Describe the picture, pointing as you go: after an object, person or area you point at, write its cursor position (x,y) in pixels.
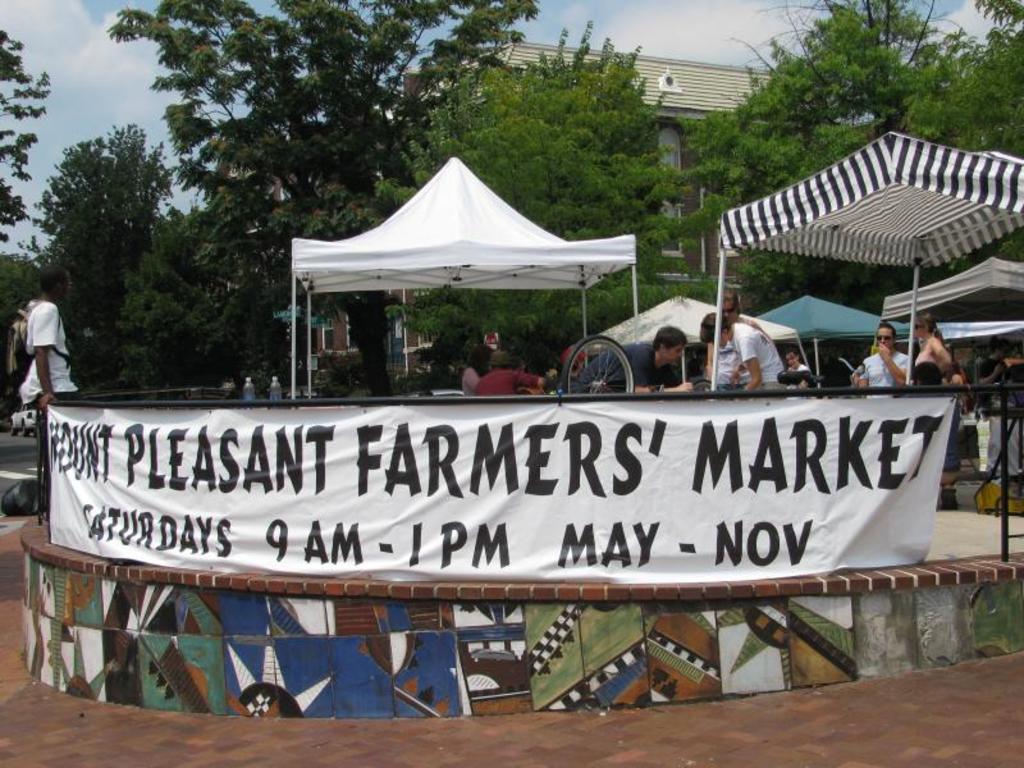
In this picture there are two men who are standing near to the table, beside them we can see the women (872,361) were standing near to the tent (883,154). On the left (46,281) there is a man (61,274) who is wearing white t-shirt (29,348), jeans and bag (63,358). He is standing near to the banner (500,528). In the background (66,188) we can see many trees (773,151) and the building (653,93). At the top (653,27) we can see the sky (707,5) and clouds (707,5). In the left (19,419) background (32,444) there is a white car (29,427) on the road (16,440).
